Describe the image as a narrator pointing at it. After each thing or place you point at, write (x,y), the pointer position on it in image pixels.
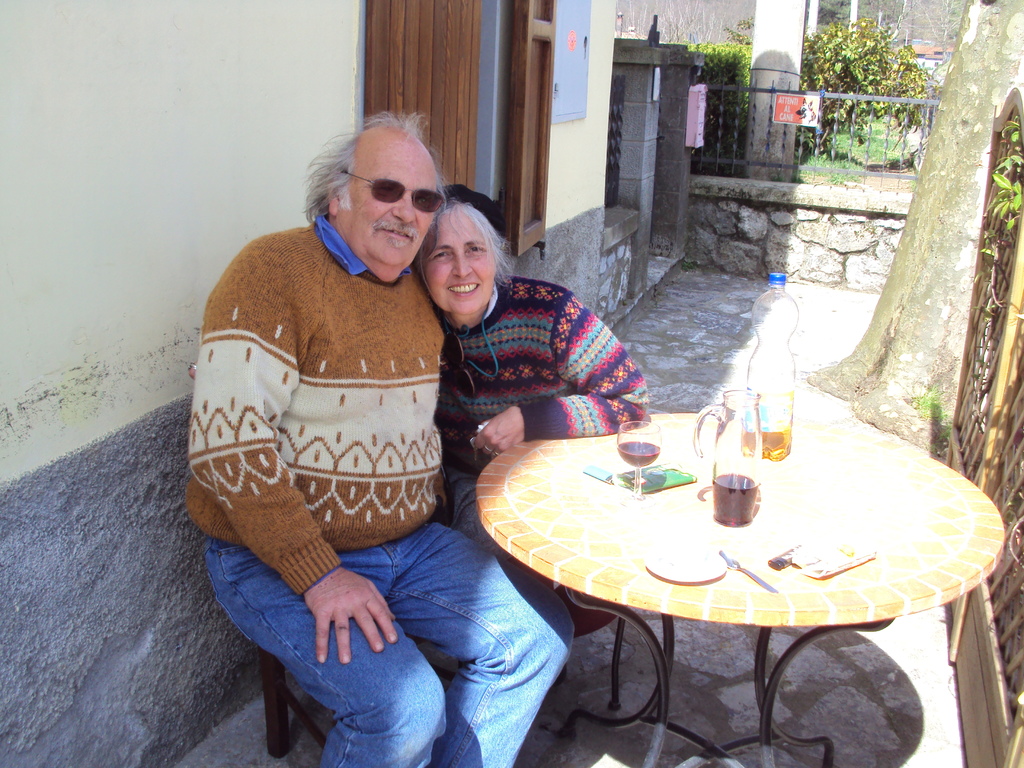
This picture shows two people (464,379) sitting in front of a table (676,518), there is a bottle (773,408) on the table (671,426), there is a glass (660,437) over here, in the background (226,148) we can see a wall (278,67) and here is a fencing panel (792,112) and some of the plants (852,54) here.
